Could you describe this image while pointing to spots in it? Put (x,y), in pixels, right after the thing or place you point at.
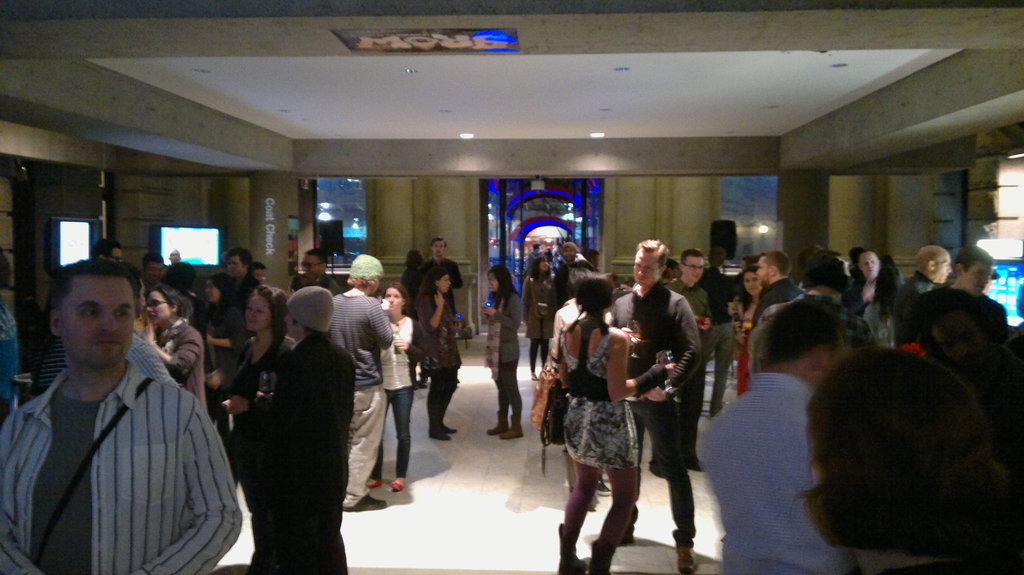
In this image there are people (519,423) standing in a hall (503,408), around the hall (475,412) there are walls (893,217) and glasses (318,221) on top (558,111) there is ceiling (509,81) and lights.
